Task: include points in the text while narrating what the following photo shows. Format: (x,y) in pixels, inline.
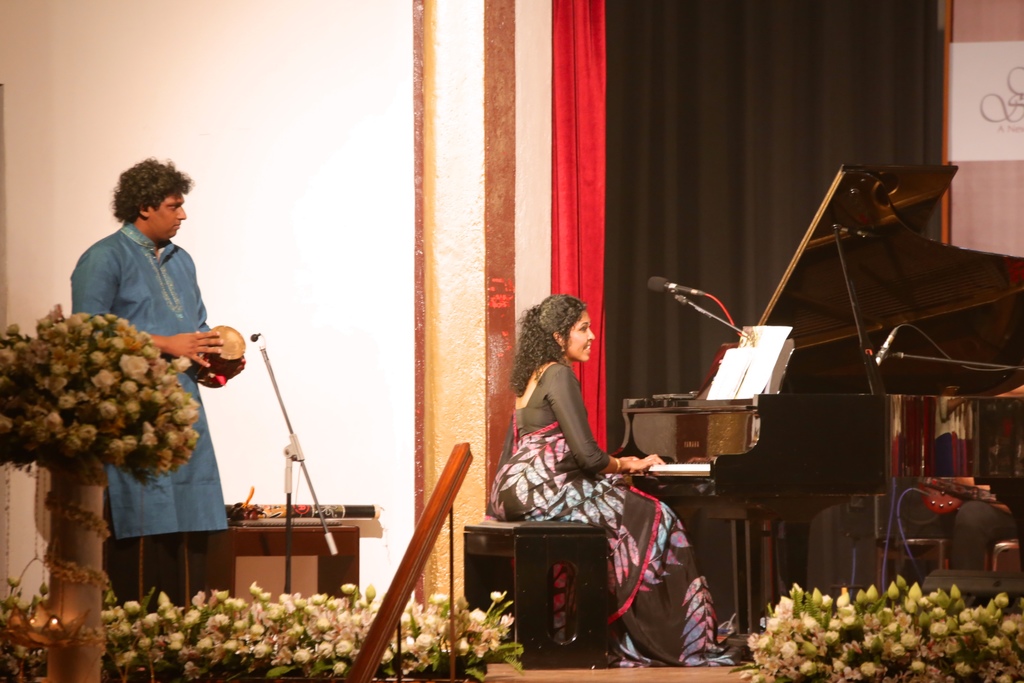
a person (593,504) is sitting in the middle (576,429) and playing keyboard (719,466). up on it there is a paper (738,357) and a microphone (664,287). she is wearing a black saree (532,477). at the left (160,344) a person (195,349) is standing and playing drum (213,366), is wearing a blue dress (141,296). at the right (709,79) back there are black and red curtains (584,128). at the left (299,132) back there is a wall (276,126). in the front (202,615) there are white flowers (248,625).
